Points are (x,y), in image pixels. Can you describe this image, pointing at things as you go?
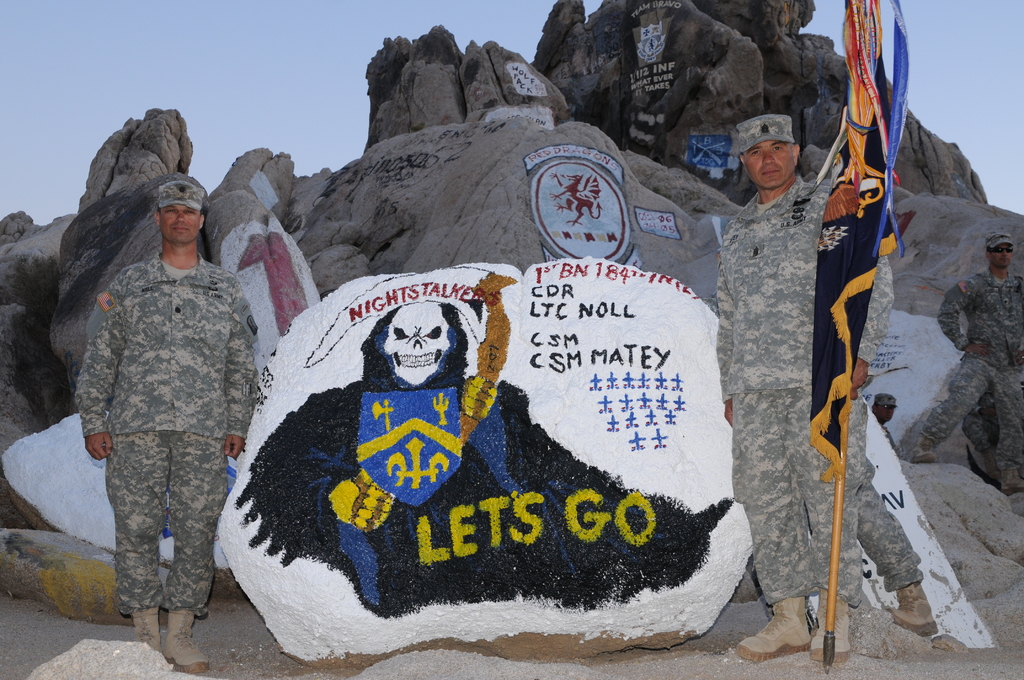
In this image we can see rocks (558,263) and some painting (574,322) on it. We can also see two soldiers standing and in the background (339,67) we can see the sky (281,75).
